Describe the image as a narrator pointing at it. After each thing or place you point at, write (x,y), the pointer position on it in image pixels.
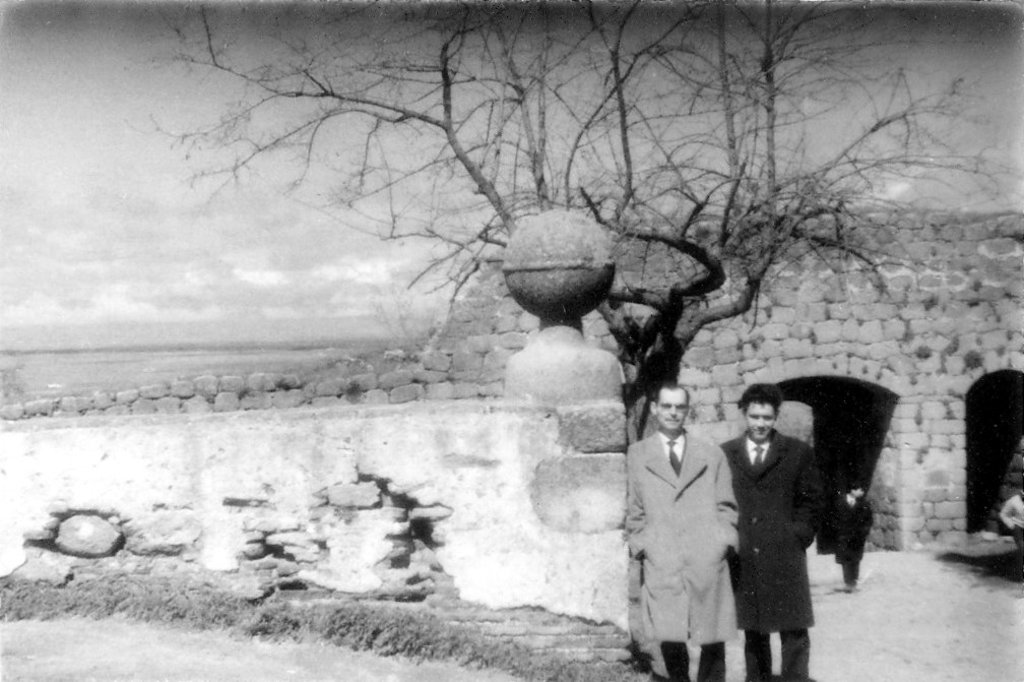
In this image I can see two persons (722,531) standing, background (950,271) I can see the wall (517,397), a dried tree (507,122) and the sky (249,243) and the image is in black and white.
